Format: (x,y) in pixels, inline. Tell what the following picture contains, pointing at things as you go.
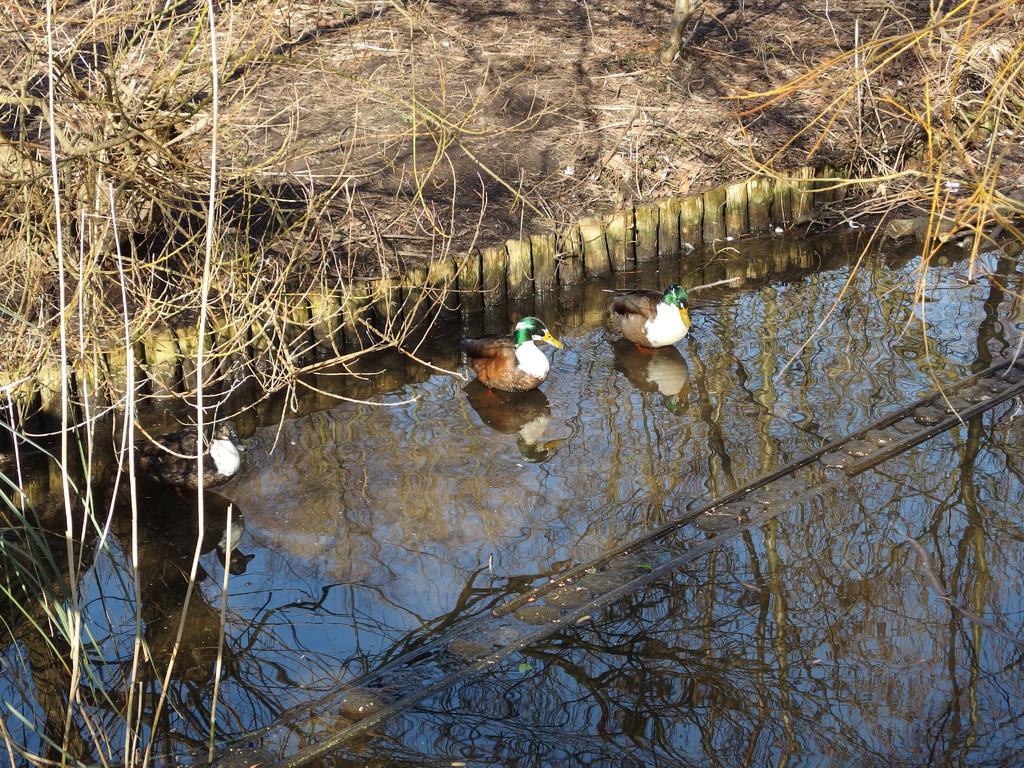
In this image there is a lake (554,667) on the bottom of this image (375,537) and there are three ducks (625,327) on to this lake (400,377) as we can see in middle of this image (665,323) and there are some grass (473,204) on the top of this image (396,103).
